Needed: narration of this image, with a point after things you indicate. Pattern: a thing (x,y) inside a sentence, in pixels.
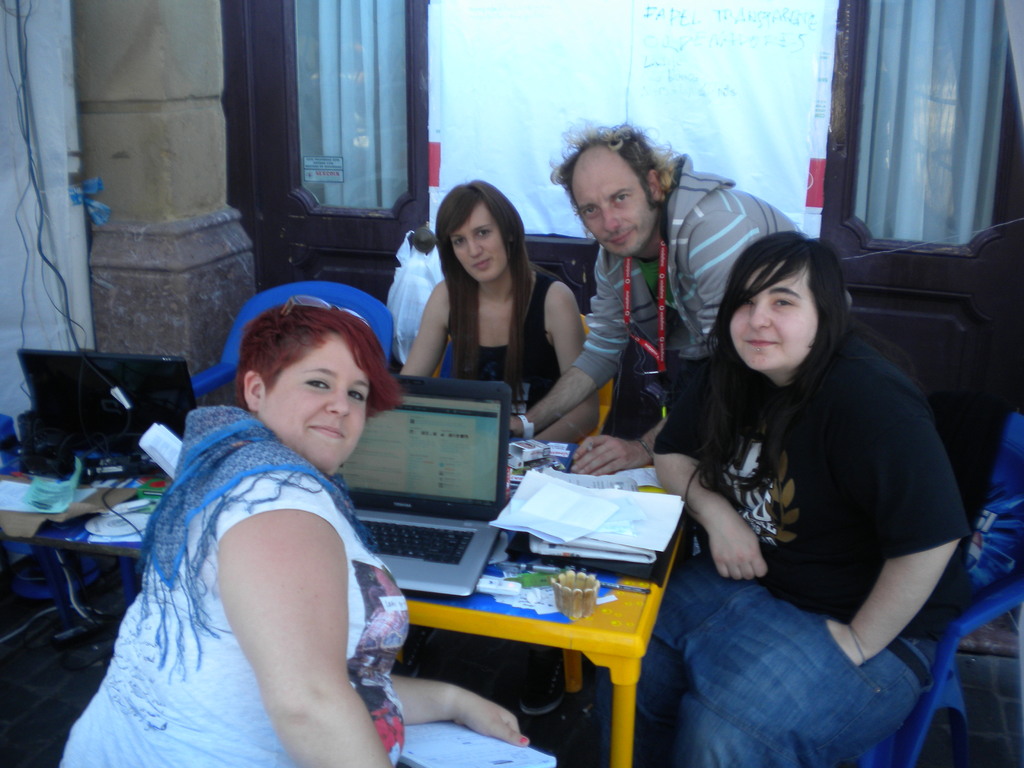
In this image we can see some group of persons (583,431) sitting and doing some work and there are some laptops (426,490), books (553,554) and other objects (169,436) on table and in the background of the image (258,122) there is a wall (111,17), door (262,48) and window (402,180).
